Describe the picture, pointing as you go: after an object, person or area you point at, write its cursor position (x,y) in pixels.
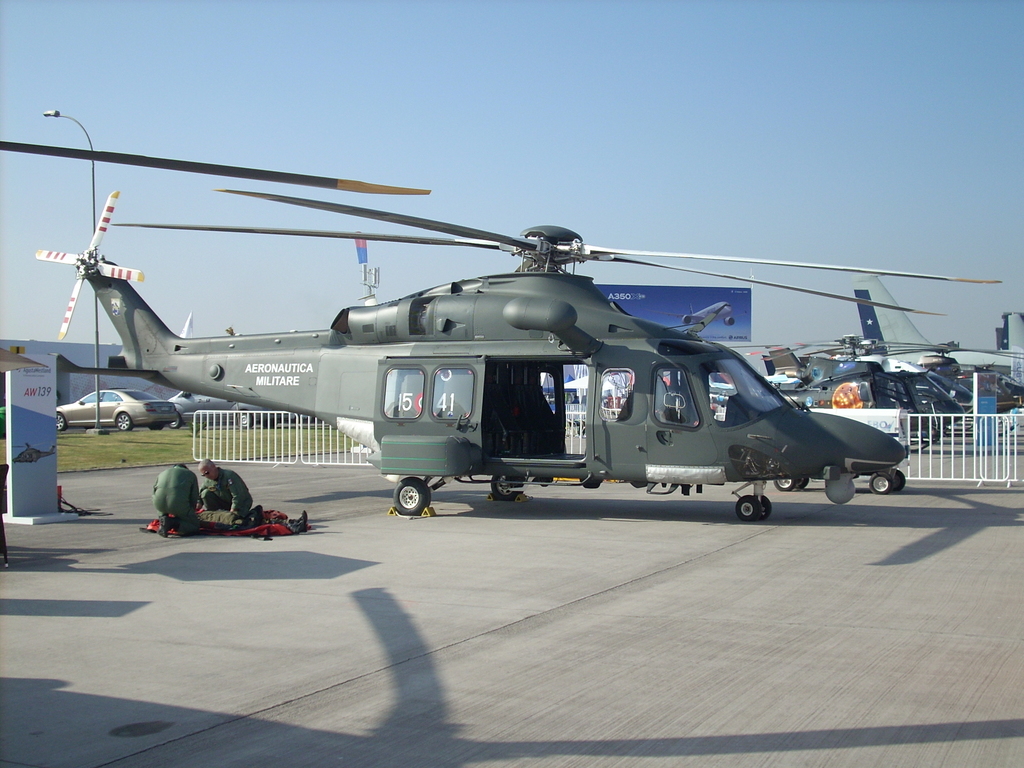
In this image we can see a few helicopters (622,445) on the ground (570,532), there are some vehicles (153,414), persons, railings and boards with some text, also we can see a light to the pole (96,417) and in the background (181,117), we can see the sky (412,146).
